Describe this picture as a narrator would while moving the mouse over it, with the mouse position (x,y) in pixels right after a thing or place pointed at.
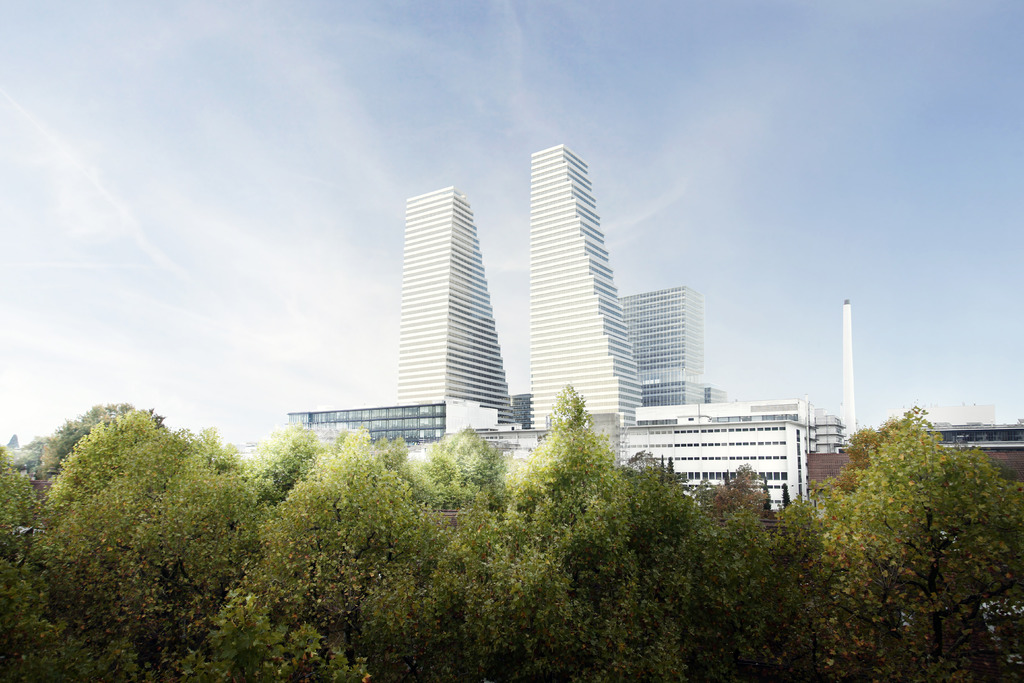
In this image, we can see some buildings (610,382), trees (693,517) and a white colored object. We can also see the sky (703,193).
